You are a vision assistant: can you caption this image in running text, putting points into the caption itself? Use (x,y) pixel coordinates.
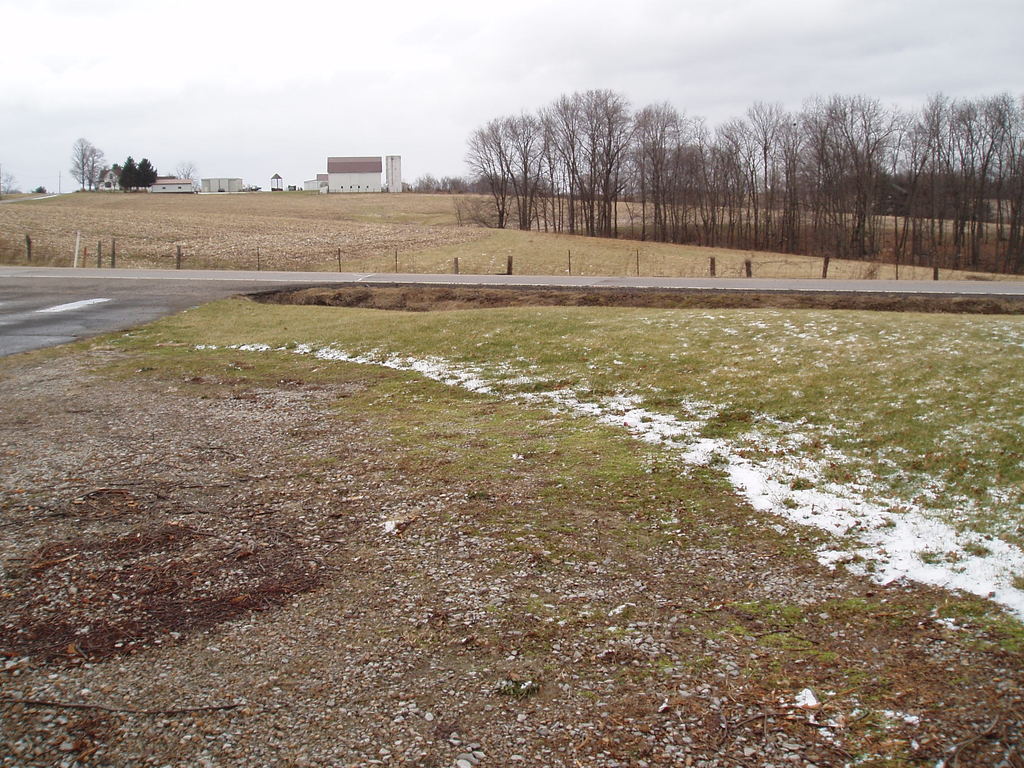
This is an outside view. In the middle of the image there is a road (194,282). On the both sides of this road (407,282) I can see the grass (475,339) in green color. In the background (346,170) there are some buildings (360,180) and the trees (570,173). On the top of the image (326,87) I can see the sky (250,80).
